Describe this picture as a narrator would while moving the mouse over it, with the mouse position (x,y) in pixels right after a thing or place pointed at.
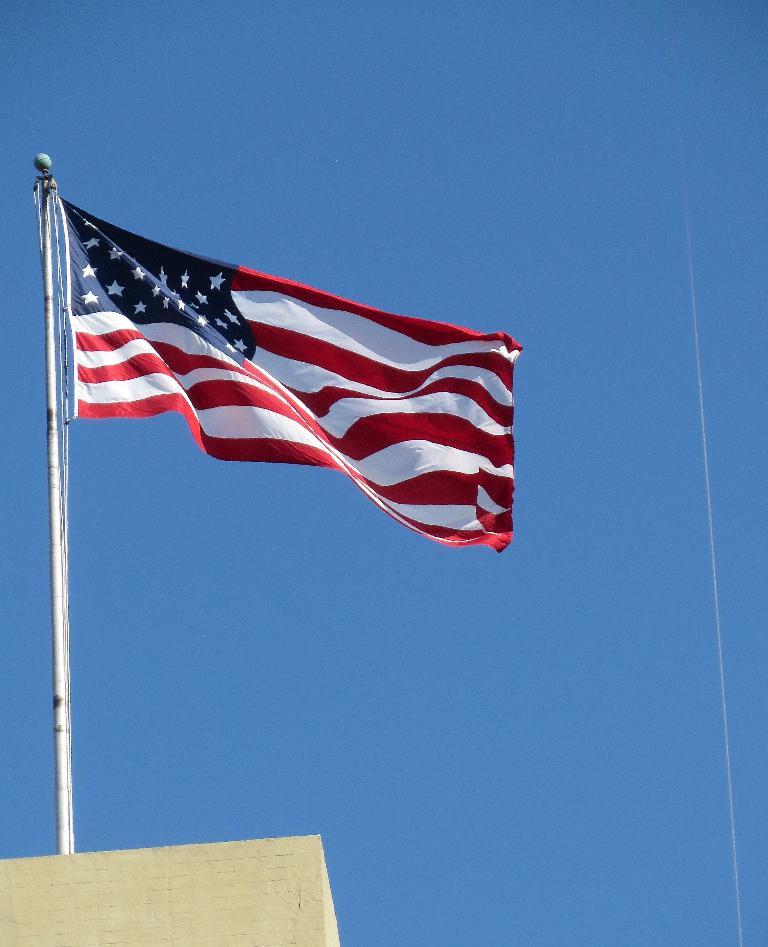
On the left side of the image (230,412) we can see a flag (152,349), pole (43,210). In the bottom left corner (172,872) we can see the wall (210,889). In the background of the image (287,568) we can see the sky (26,500).
